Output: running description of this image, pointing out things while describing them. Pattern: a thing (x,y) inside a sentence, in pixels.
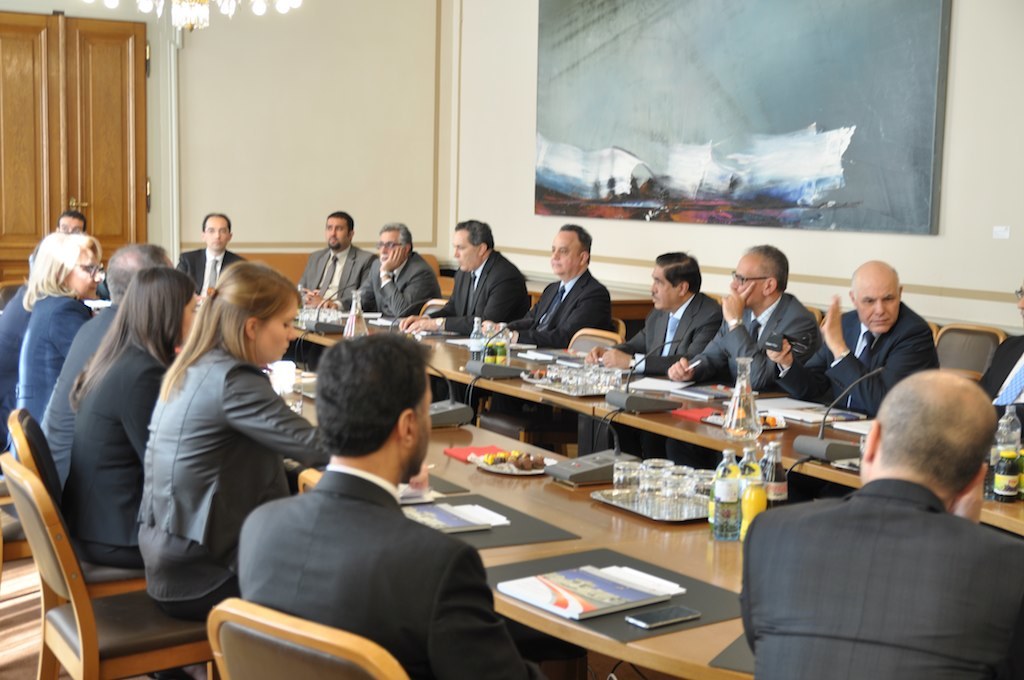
In this picture there are so many persons (327,266) are sitting on the chair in front of the table (659,537) and behind the person (713,353) there are big poster (697,119) is hanging on the wall (487,74) and on the table (489,486) there are many things (526,475) are there like glass (667,489), bottles (747,479), microphones (642,408), papers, books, mobile phone (654,620) etc and on the left side of the persons (124,292) there is a big door (84,119) and upside of the room (220,8) there is a light (207,9) and background (250,34) is white.
